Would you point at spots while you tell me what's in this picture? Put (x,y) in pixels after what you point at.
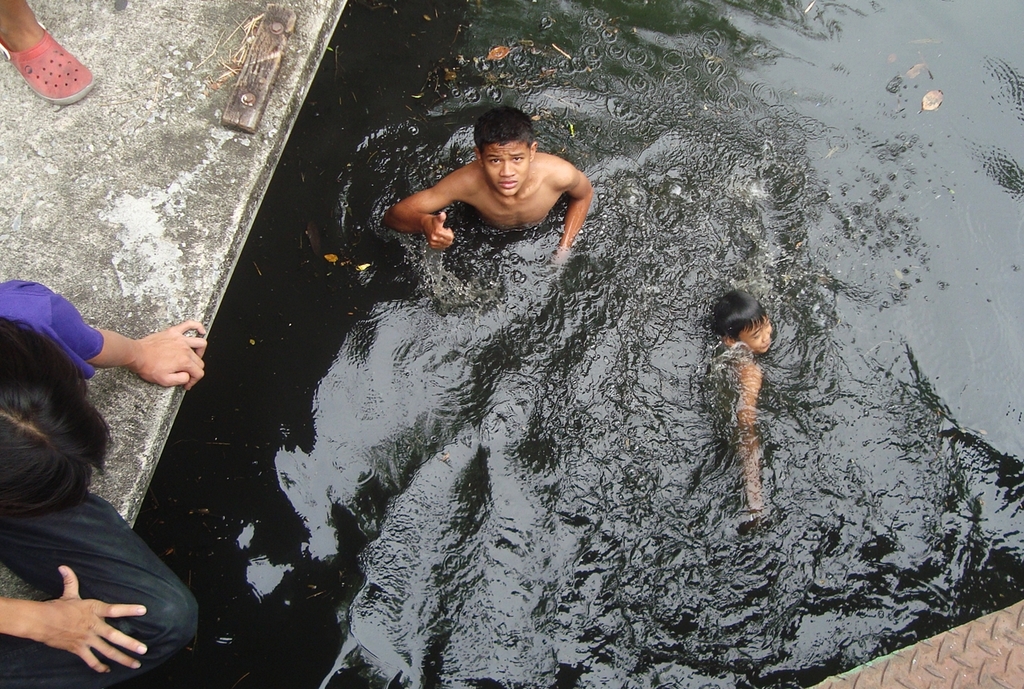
In front of the image there are two people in the water (648,350). On the left side of the image (28,454) there is a person (20,436) sitting on the platform (245,172). Beside him we can see a leg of a person (36,39).
